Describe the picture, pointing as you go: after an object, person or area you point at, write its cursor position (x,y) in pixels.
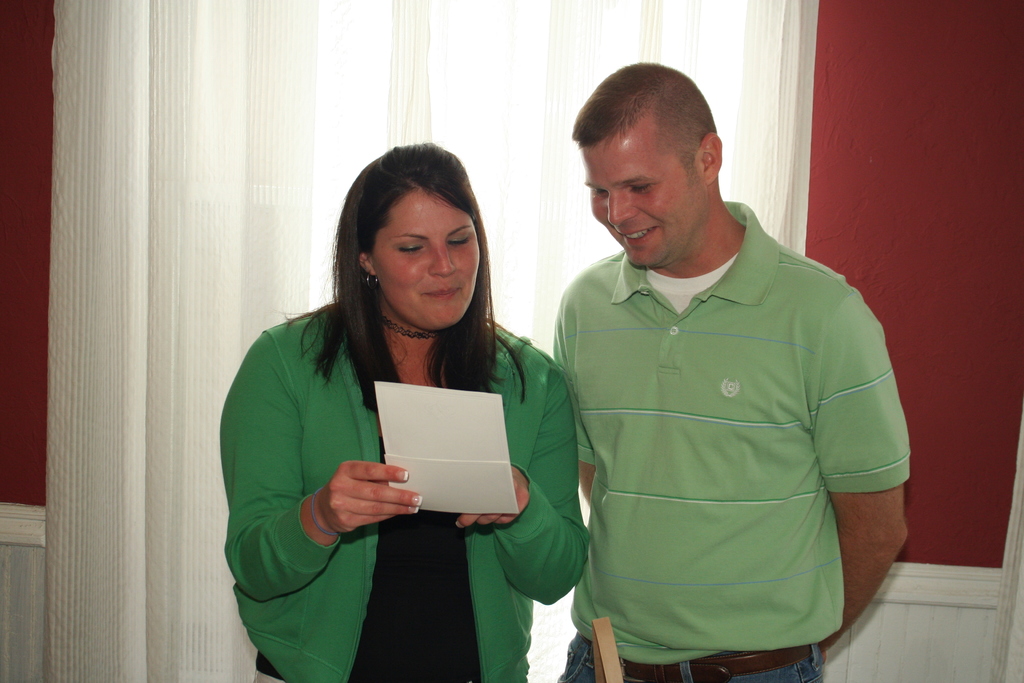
In this picture we can see a woman (286,373) holding a paper (490,425) with her hands (336,477) and smiling and beside her a man (601,333) smiling and in the background (489,42) we can see curtains (513,79), wall (958,107).
